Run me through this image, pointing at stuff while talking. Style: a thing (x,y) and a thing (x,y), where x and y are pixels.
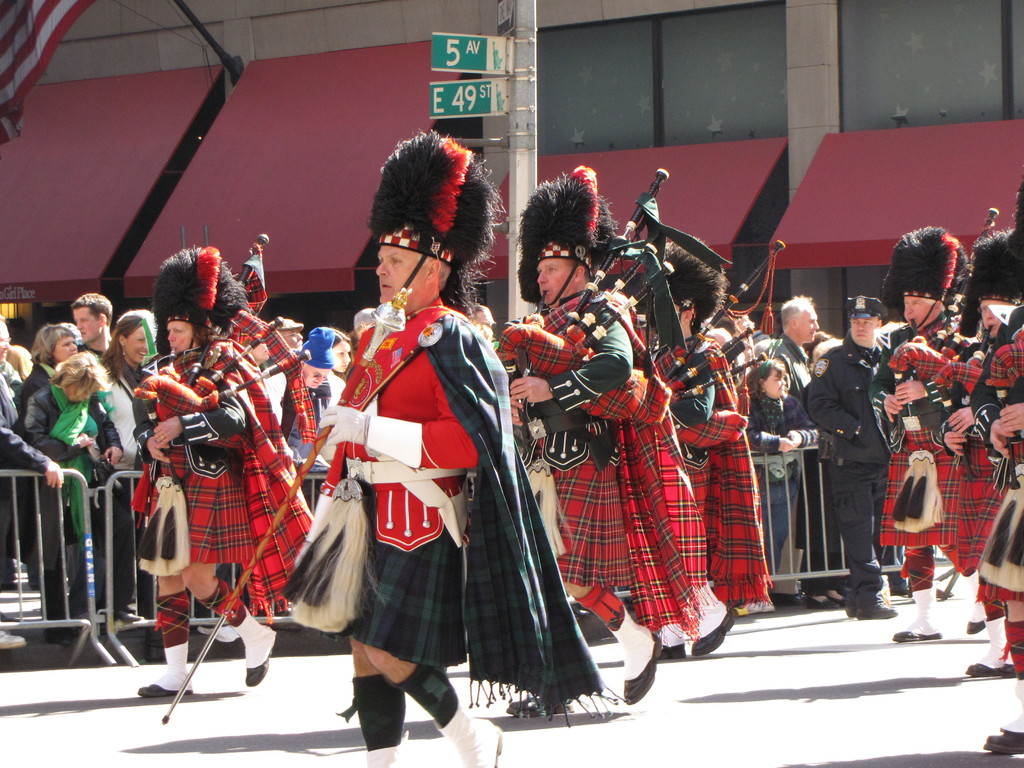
In this image I can see number of people (48,424) are standing. I can see most of them are wearing red colour dress (191,490) and black colour hats (1006,275). I can also see few of them are holding musical instruments (174,370). In the background (477,38) I can see few green colour boards (469,57), a building (433,119), a flag (10,102) and here on these boards (469,82) I can see something is written.
